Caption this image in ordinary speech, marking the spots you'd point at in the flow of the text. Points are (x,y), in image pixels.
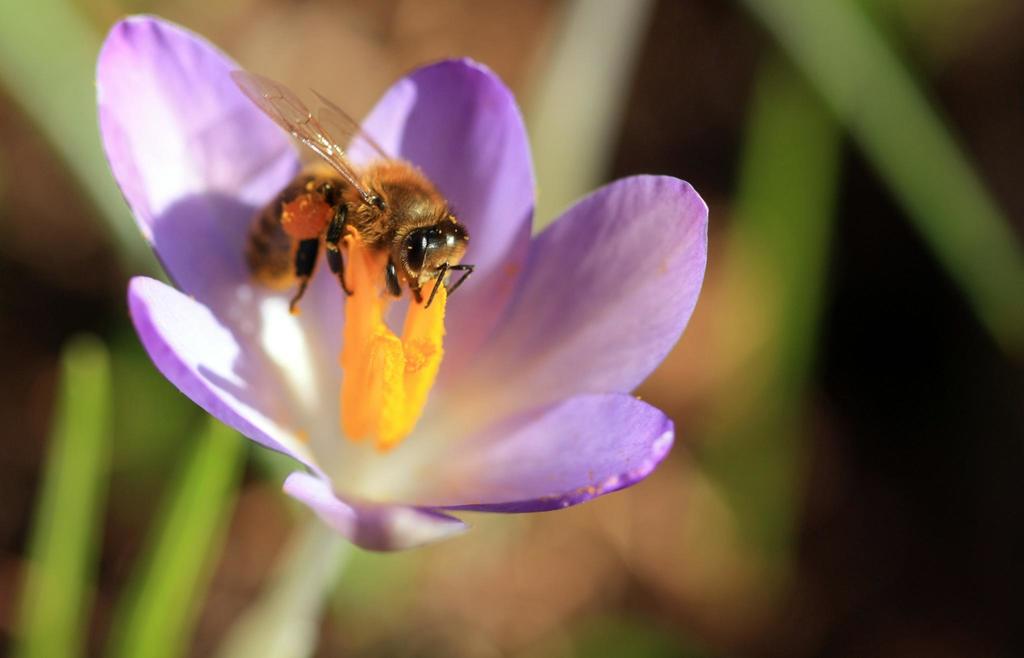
In this image we can see an insect (330,208) on the flower (532,445). There is a flower (454,409) to a plant (546,444). There is a blur background (768,484) in the image.
